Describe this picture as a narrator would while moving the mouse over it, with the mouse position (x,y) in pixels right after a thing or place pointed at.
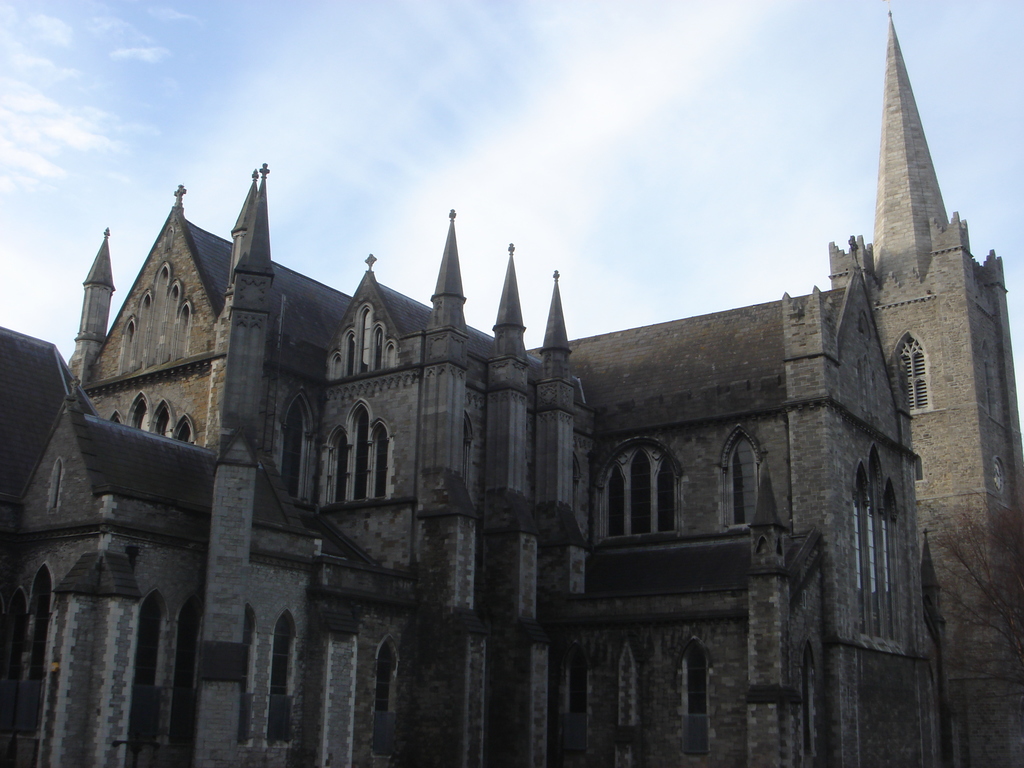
In this image in the center (452,330) there is a church (551,420), and also we can see some windows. At the top of the image (473,147) there is sky (373,204).
